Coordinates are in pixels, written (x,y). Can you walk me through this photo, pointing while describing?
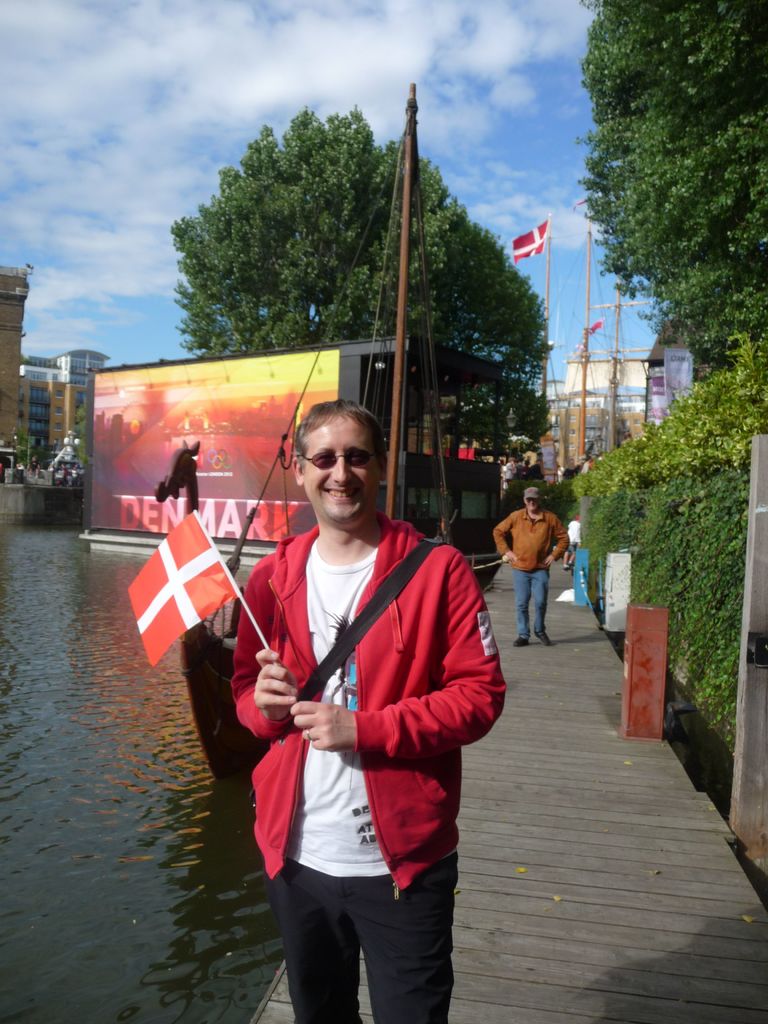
In this image I can see people (347,531) among them this man (317,626) is holding a flag (176,587) in the hand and smiling. In the background (525,392) I can see poles (546,375), a flag (534,250), trees (534,326) and a board (270,461) which has some name (256,519) on it. I can also see buildings (13,388) and the sky (122,134). Here I can see the water (57,719).
